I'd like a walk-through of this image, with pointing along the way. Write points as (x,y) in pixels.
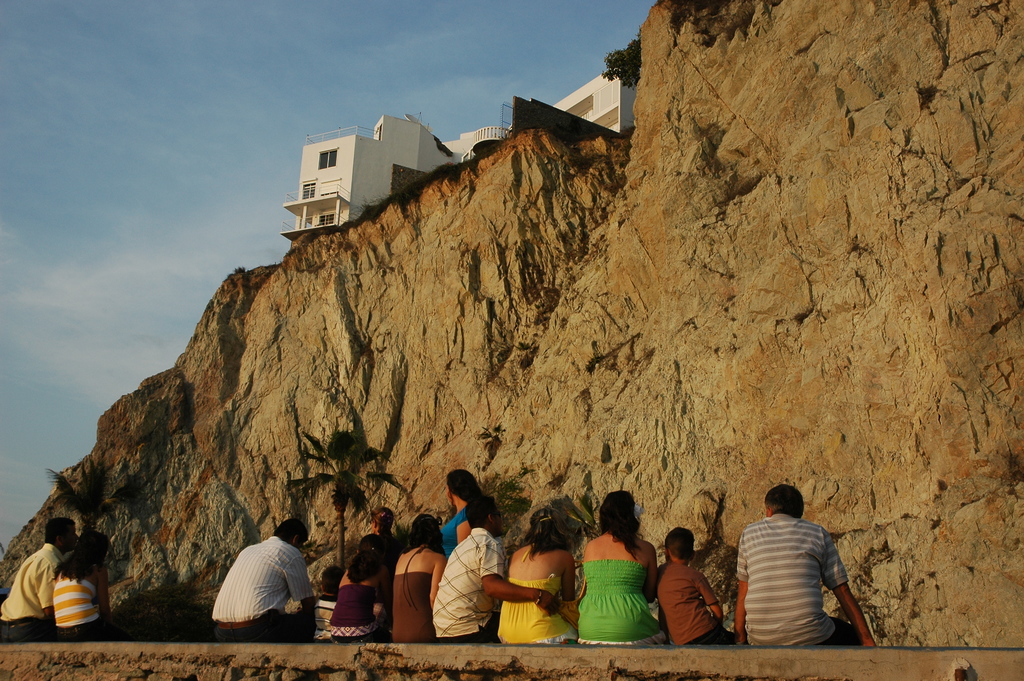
This picture might be taken from outside of the city. In this image, in the middle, we can see a group of people (44,580) sitting on the bench (698,657). In the middle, we can also see a woman (459,488) standing. In the background (372,448), we can see some rocks (749,140), buildings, trees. At the top (83,72), we can see a sky (164,174).
